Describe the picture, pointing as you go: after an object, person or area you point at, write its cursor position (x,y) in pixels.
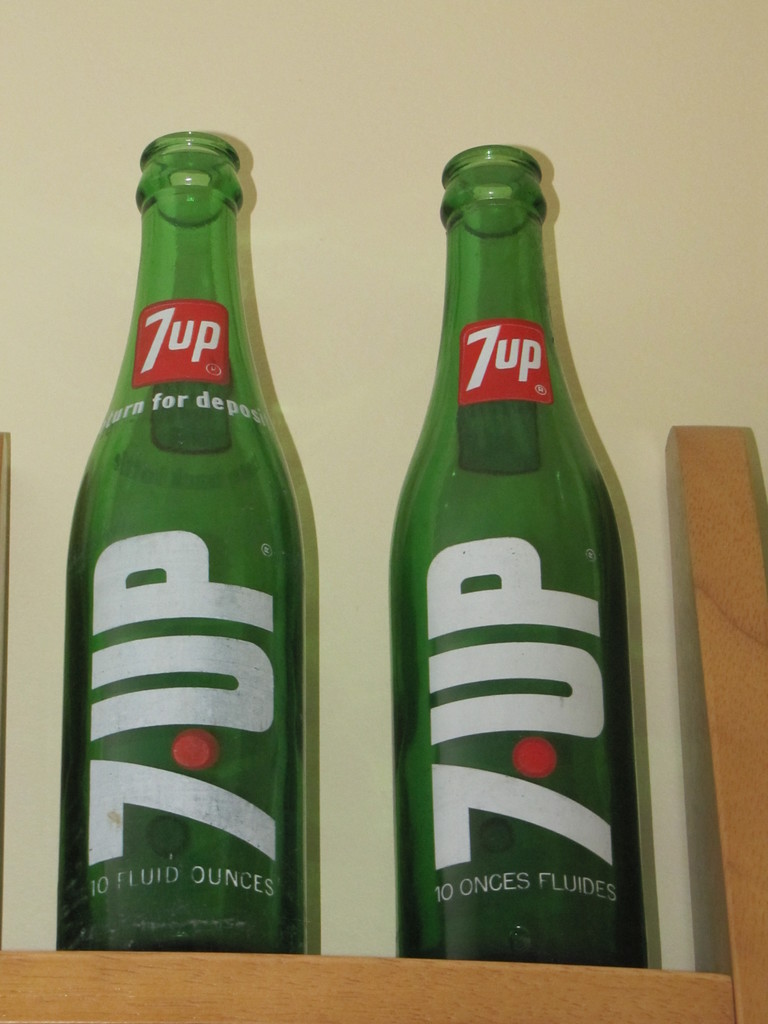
In this image I can see two bottles (540,438) which are in green color on the stand (304,999) and the stand (343,1013) is in brown color, at the back (331,274) I can see wall (332,128) in cream color.
